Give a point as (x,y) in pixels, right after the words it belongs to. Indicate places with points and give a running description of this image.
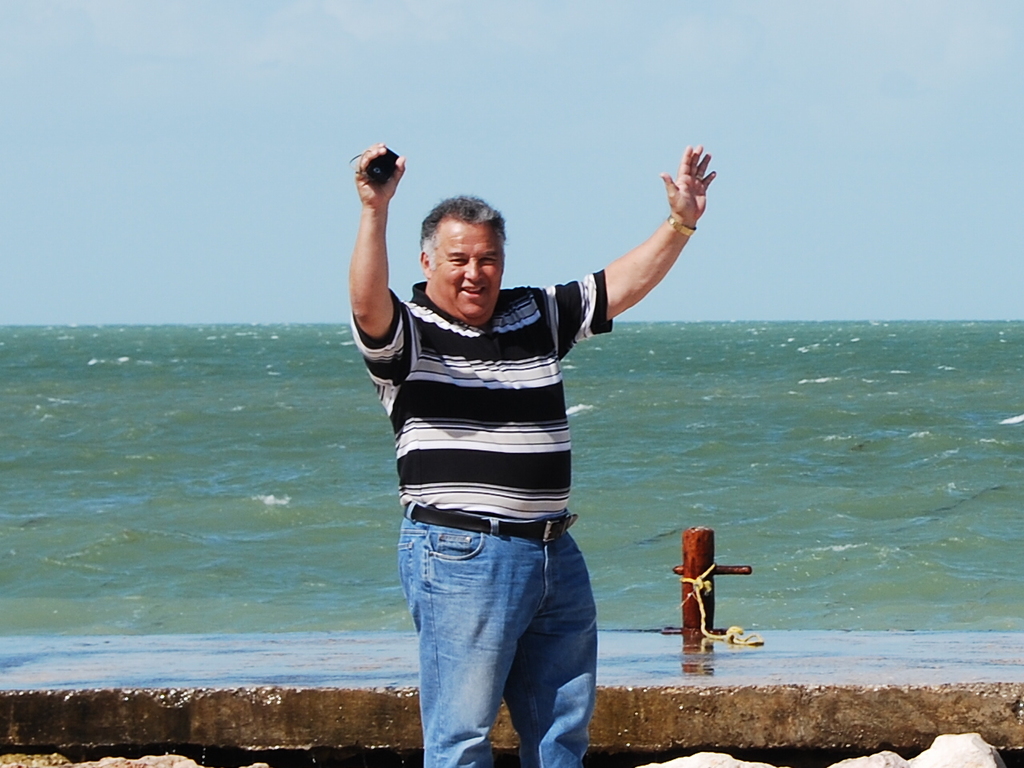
This picture shows a man (490,219) standing and holding a camera (394,156) in his hand (398,177) and we see water (581,352) and a cloudy sky (251,154) and we see man (417,428) wore a t-shirt (443,465) and jeans (475,672) and we see a small pole (706,599) with rope (702,617) to it.
